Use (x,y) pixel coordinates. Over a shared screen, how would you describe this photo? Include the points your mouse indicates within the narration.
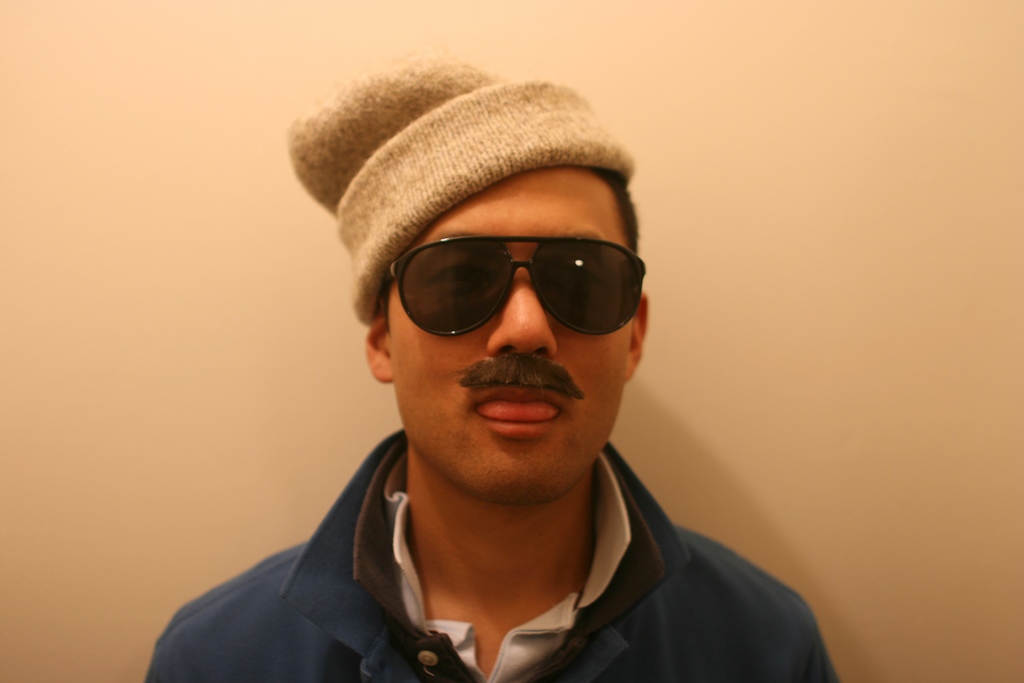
Here we can see a man (555,645) and he has goggles (552,280). In the background (857,121) there is a wall (521,68).
